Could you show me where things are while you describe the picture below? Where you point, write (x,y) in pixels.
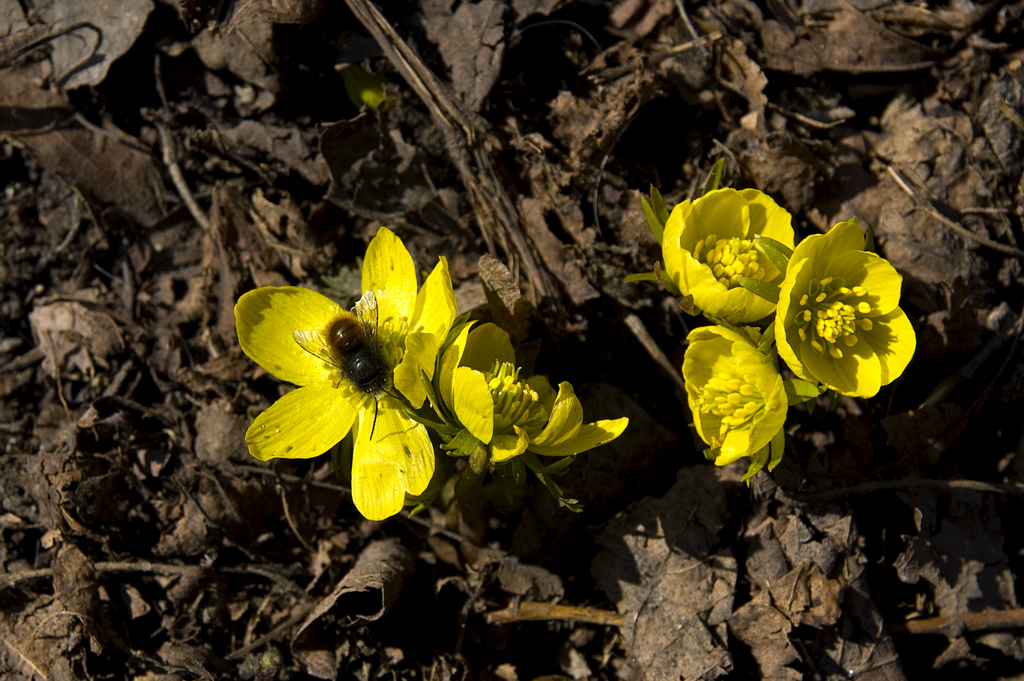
In this image we can see yellow color flowers (459,399) and an insect (367,372) on a flower (408,355) and in the background (637,524) there are dried leaves (706,519).
